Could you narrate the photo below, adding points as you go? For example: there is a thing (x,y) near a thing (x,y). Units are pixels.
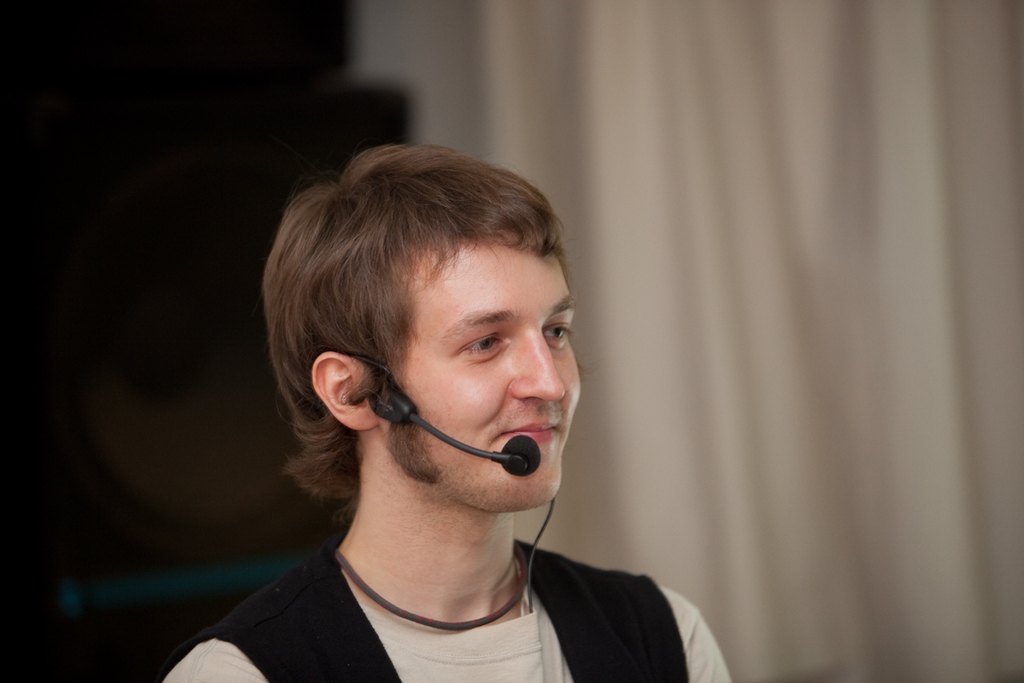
In this image there is a man (513,420) with cream t-shirt (477,653) and microphone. At the back (636,558) there is a curtain (762,563). On the left side of the image (144,581) there might be speakers (115,530).
